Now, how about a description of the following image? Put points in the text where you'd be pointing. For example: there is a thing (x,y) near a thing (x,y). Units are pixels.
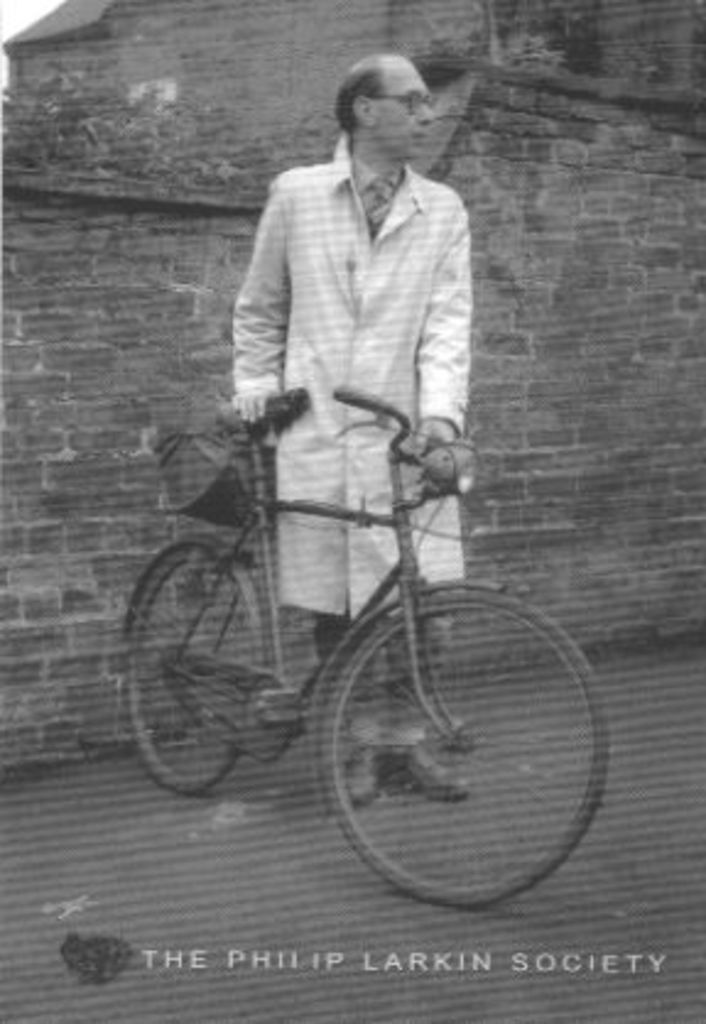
This is a black and white pic. We can see a man (255,409) is standing on the ground (187,971) and holding a bicycle (243,517) with his hands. In the background (186,260) we can wall (97,185), plants (31,147), building (129,60) and at the bottom (297,954) we can see text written on the image.
